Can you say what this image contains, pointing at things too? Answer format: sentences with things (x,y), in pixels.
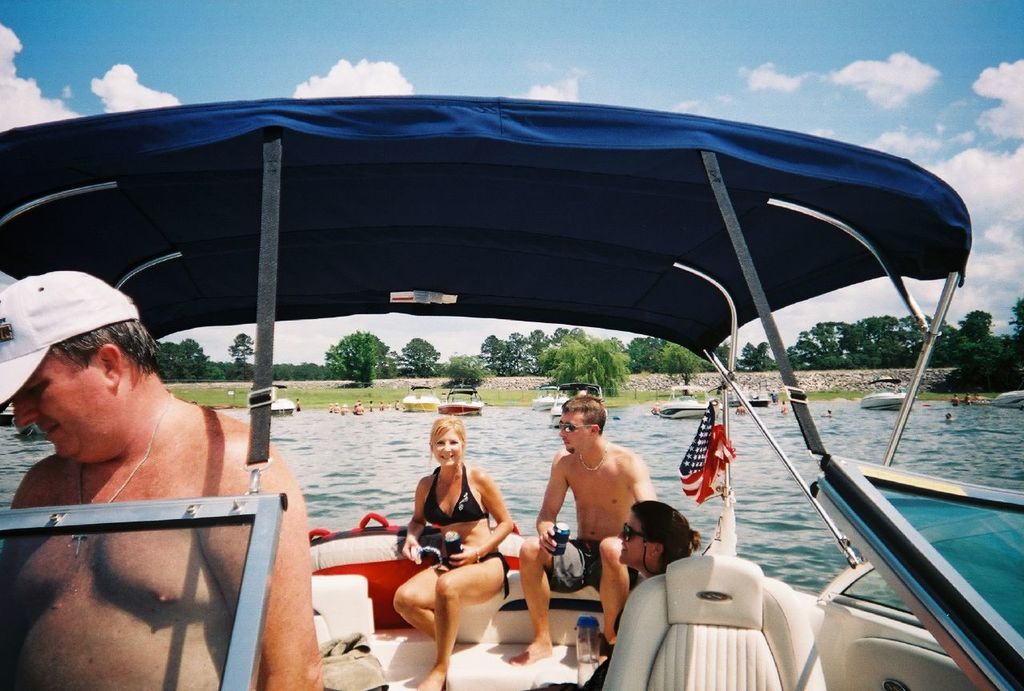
There are few people (467,534) in a boat (629,637) and we can see flag (707,457). We can see boats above the water (884,445) and people (948,421). In the background (596,353) we can see trees (967,376) and sky (1013,173) with clouds (985,134).
